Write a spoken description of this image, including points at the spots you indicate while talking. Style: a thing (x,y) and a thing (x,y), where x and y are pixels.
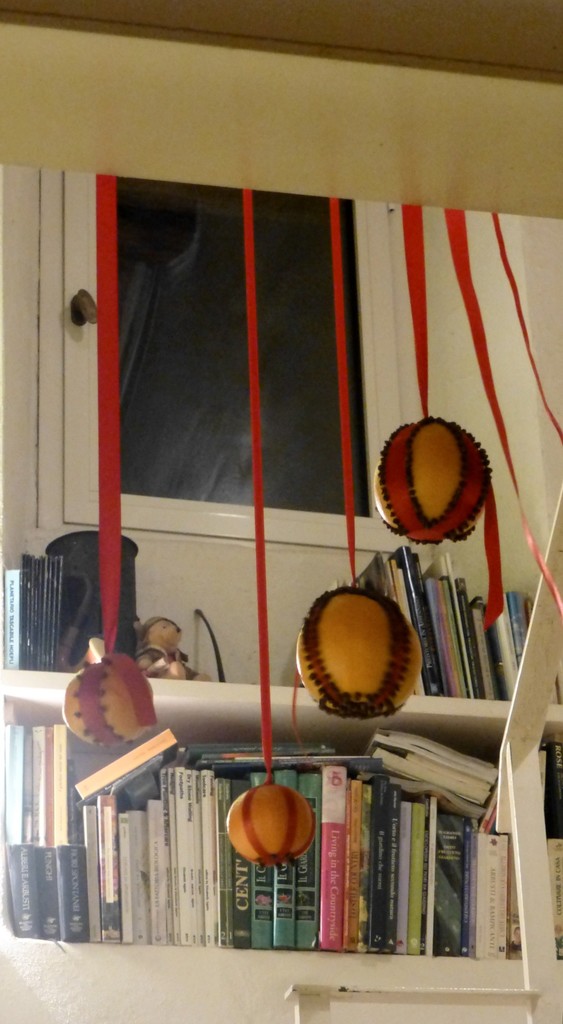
In the image we can see there are balls (141,711) which are tied to a rope (104,597) and hanging from the top. Behind there are books (255,921) kept in a shelf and on the table top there is a small teddy bear (161,633) and a CD container (94,619) is kept.
